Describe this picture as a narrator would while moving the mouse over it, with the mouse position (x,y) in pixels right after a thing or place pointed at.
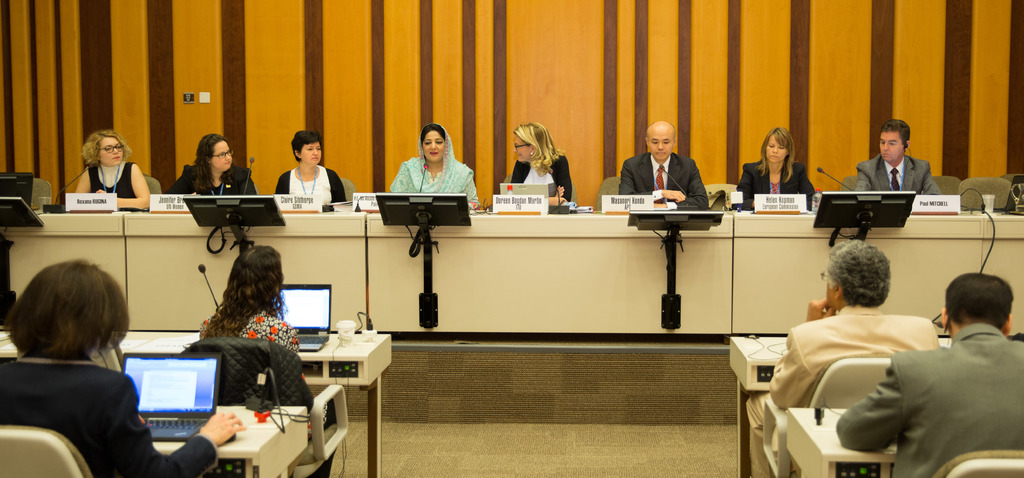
In the right bottom (943,397), we see two men (907,350) are sitting on the chairs (863,392). In front of them, we see the tables (814,470). In the left bottom (70,323), we see two women (265,337) are sitting on the chairs (320,423). In front of them, we see the tables (245,453) on which the laptops (180,414) and the microphones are placed. In the middle (445,175), we see six women (439,166) and two men (897,159) are sitting on the chairs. In front of them, we see the name boards (115,205), glasses (1023,203), microphones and the monitors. In the background (815,142), we see a wall (837,133).
